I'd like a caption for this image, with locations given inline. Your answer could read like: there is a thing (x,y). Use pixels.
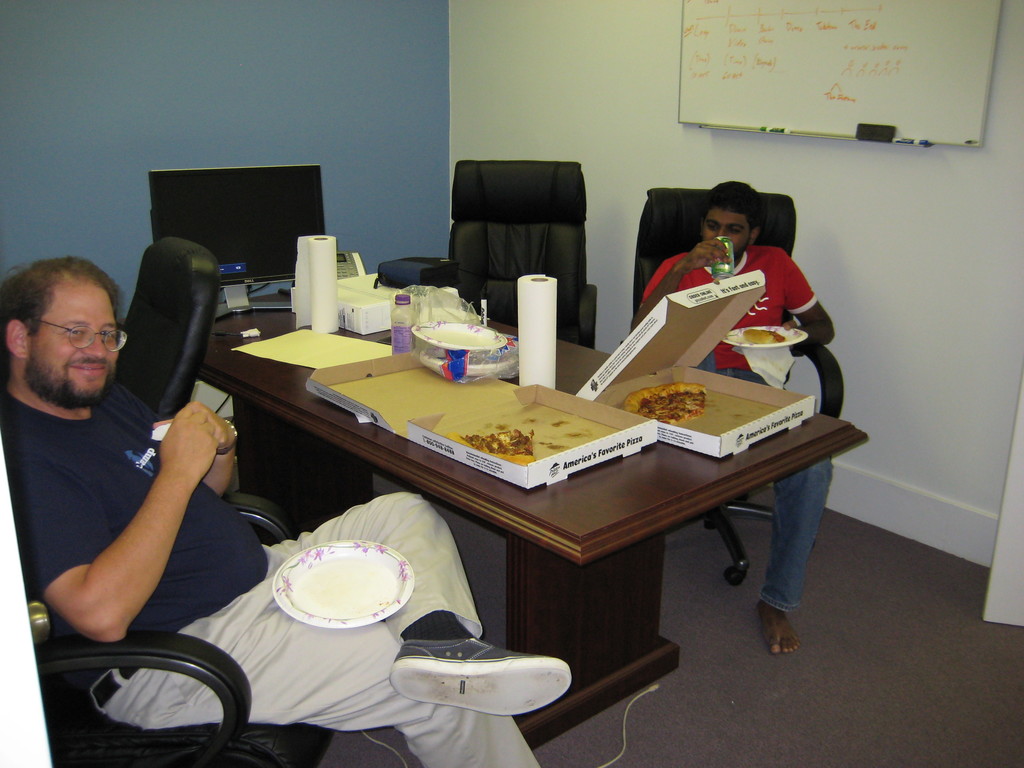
there are two man (745,203) sitting on a chair (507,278) in front of the table (288,466) on the table (306,471) there are many items (491,377) such as food items (693,397), monitor (275,224) on the wall (810,203) there is a board (757,66).
